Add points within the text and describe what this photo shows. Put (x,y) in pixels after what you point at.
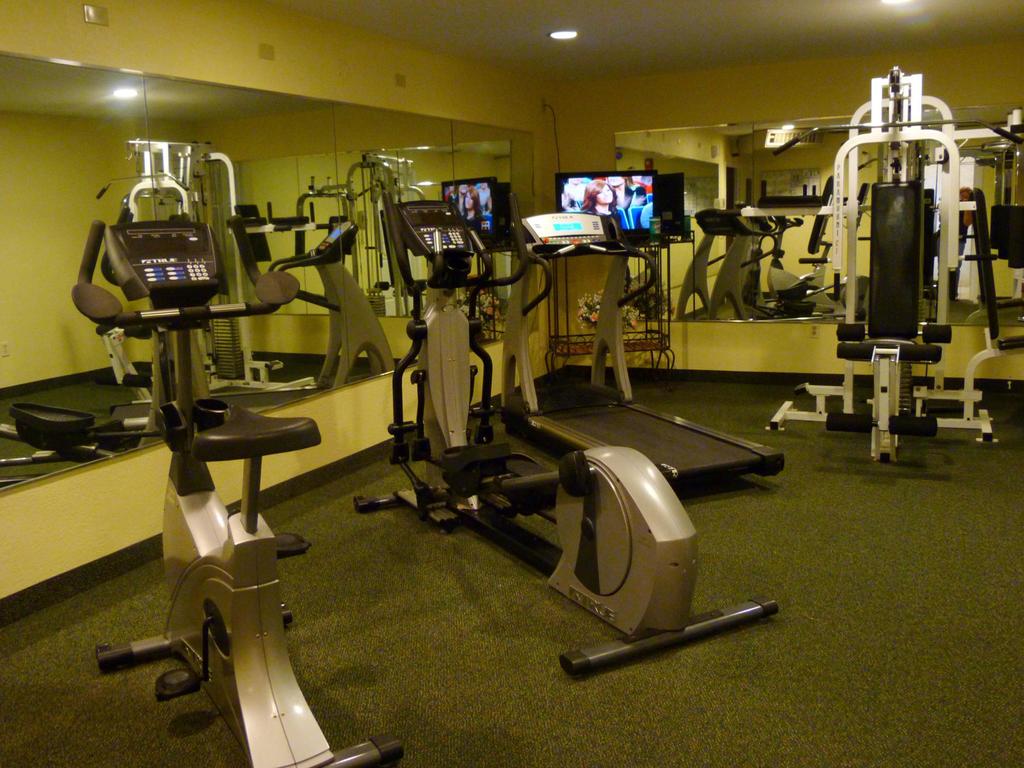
In this image we can see exercise machines (581,387). In the back (587,196) there is a TV (626,217) on a stand (627,276). There are lights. Also there are walls (379,99) with mirror (697,172).
